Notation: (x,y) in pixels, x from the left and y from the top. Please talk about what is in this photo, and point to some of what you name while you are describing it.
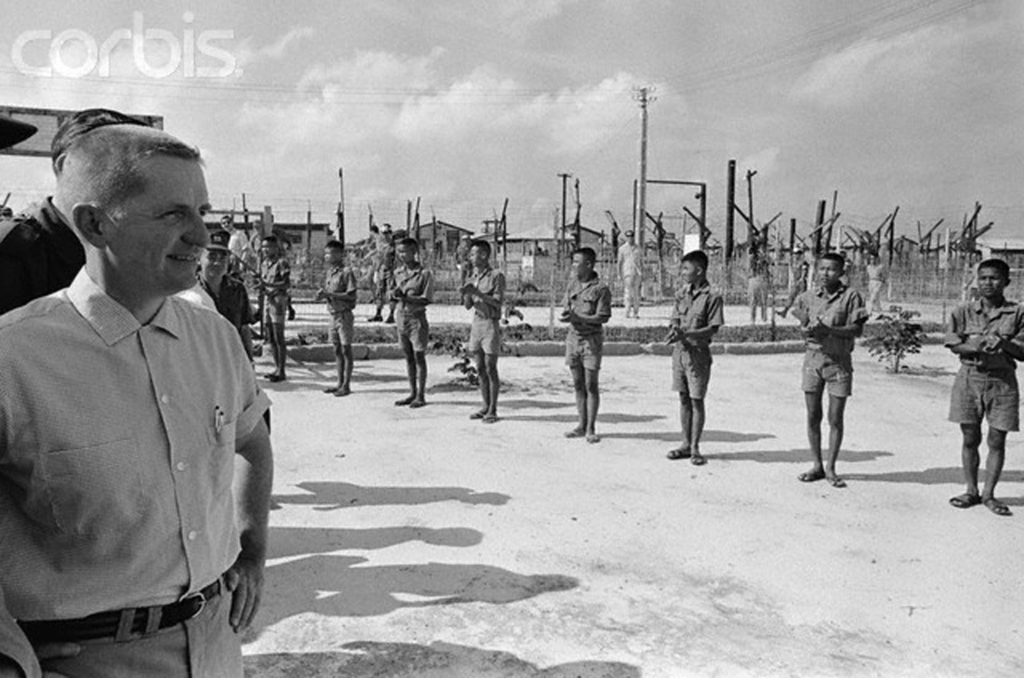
In the picture we can see a black and white photograph of a man (159,394) standing and smiling and in front of him we can see many boys (998,454) are standing and clapping hands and behind them, we can see a fencing (947,277) and in the background (686,116) we can see some houses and sky (536,206) with clouds (628,93).
